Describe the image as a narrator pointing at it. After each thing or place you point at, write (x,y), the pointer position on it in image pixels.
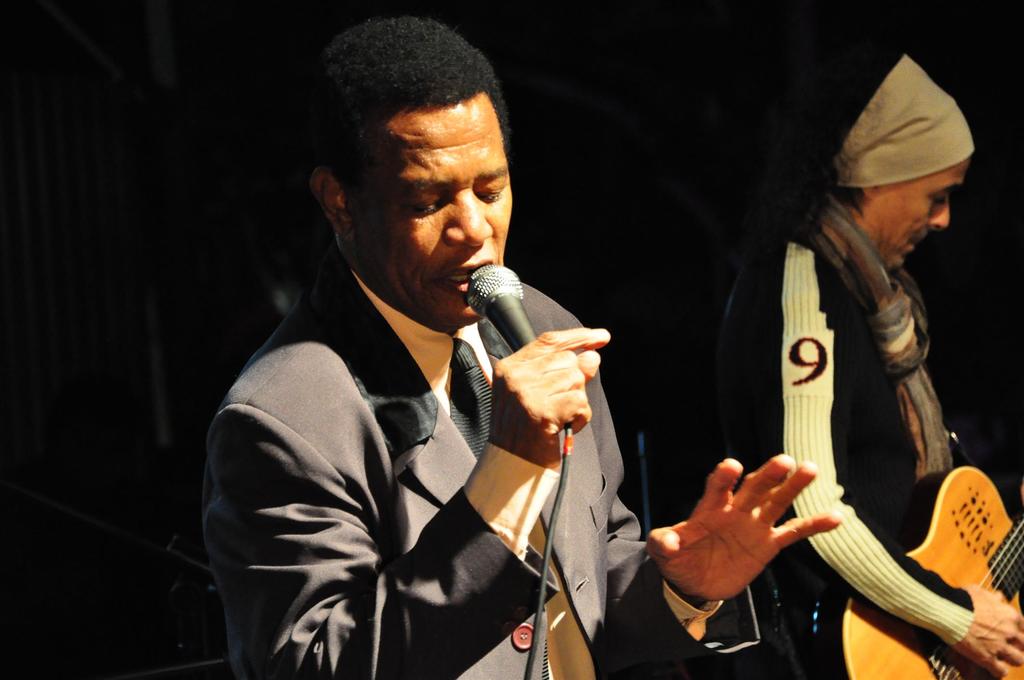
In this picture we can see two people (792,384), one person (467,293) is singing with the help of microphone (493,302) and another one is playing guitar (949,557).
